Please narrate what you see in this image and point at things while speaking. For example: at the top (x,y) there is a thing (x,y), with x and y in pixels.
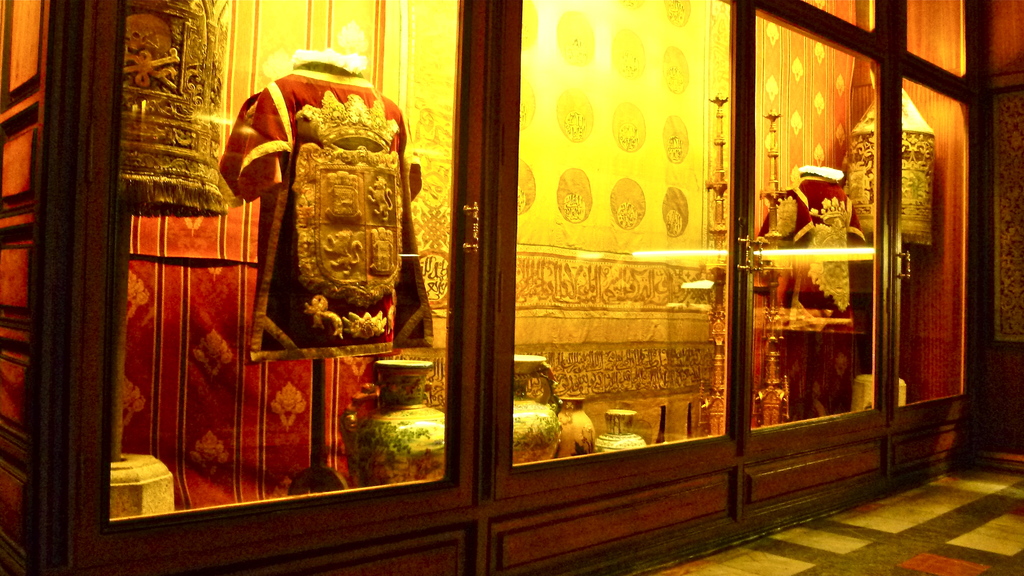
In the middle of the image (655,351) there is a glass door (656,249). Behind the door (810,366) there are red colored costumes (347,241) and also there are many different pottery vessels (529,402) on the ground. Behind them to the wall (220,308) there are curtains (612,149) hanging. To the right bottom of the image (848,526) there is a floor (945,496).
